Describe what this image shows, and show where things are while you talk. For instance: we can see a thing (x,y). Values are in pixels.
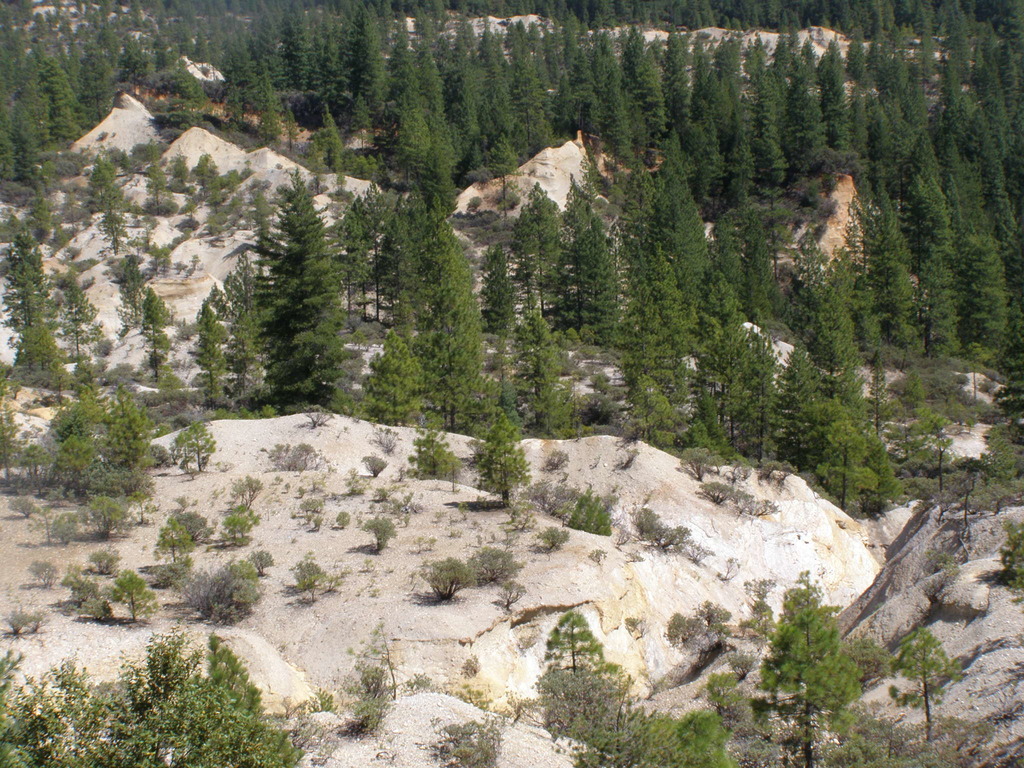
In this image, we can see rocks (292,502) and the trees (763,195).
